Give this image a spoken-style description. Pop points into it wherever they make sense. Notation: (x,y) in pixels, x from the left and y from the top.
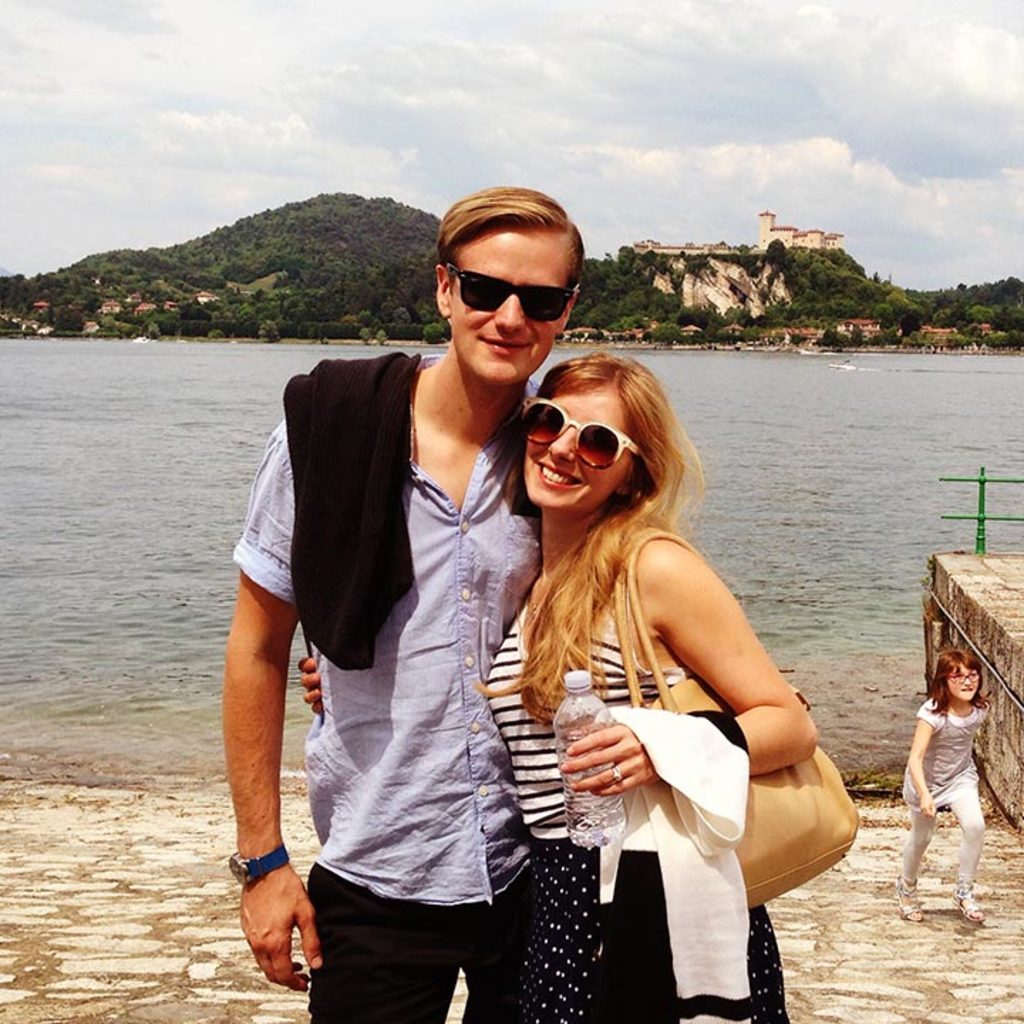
In the picture we can see a man (346,729) and woman (778,693) standing together and smiling and they are wearing shades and woman (631,382) is wearing a hand bag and a bottle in her hand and in the background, we can see a girl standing and near to her we can see water (228,364) and far from it we can see hills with trees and plants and some houses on it and behind it we can see a sky (384,53) with clouds (384,53).
